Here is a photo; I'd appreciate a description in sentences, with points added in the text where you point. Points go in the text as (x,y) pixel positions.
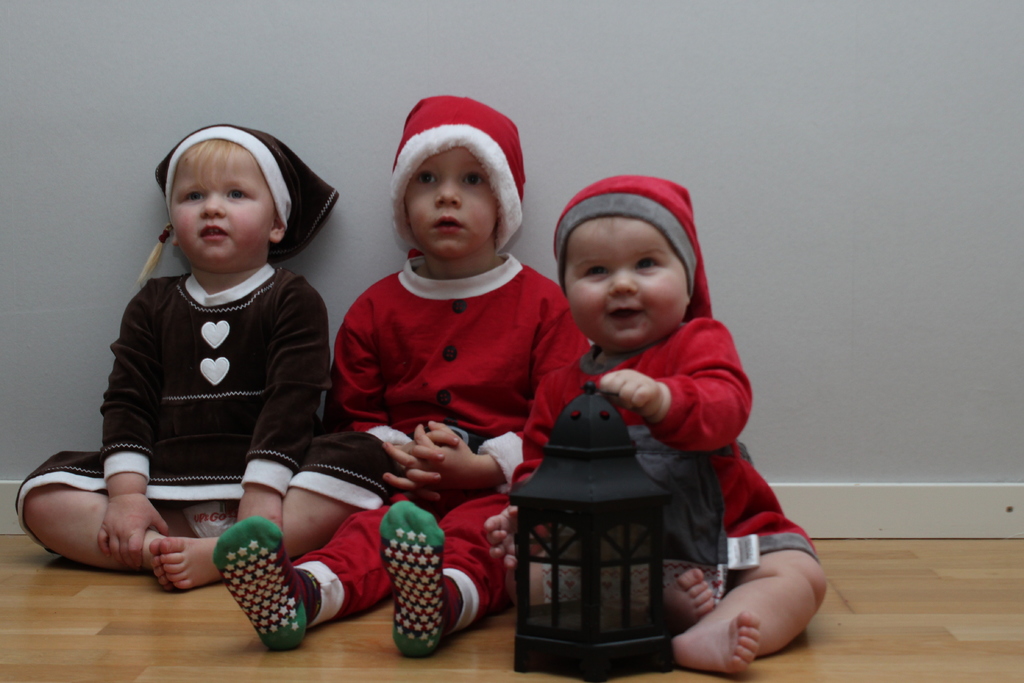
On the floor (214,594) there are two kids (415,389) with red dress (572,344) and red caps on their heads (634,345). At the right corner (694,222) there is a kid (645,408). In front of the kid (659,456) there is a black color item (568,569). At the left corner of the image (200,356) there is a kid (204,380) with black and white dress (218,452) and black cap (280,183) on the head (267,190). Behind them there is a white color wall (576,24).
